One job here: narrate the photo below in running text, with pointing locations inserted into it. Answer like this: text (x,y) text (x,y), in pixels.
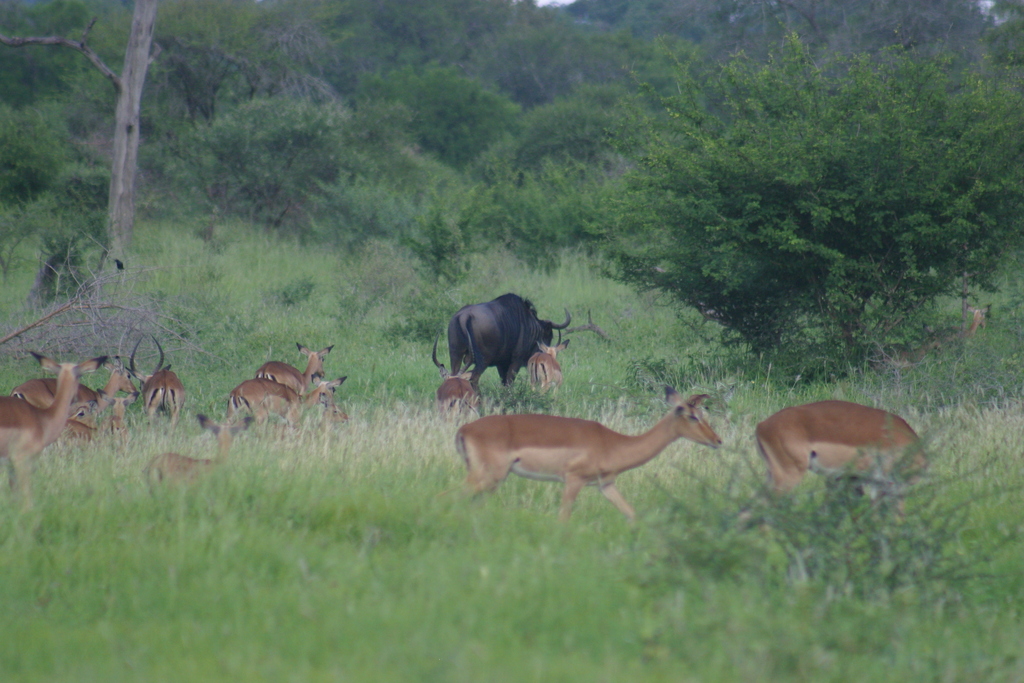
This picture is clicked outside the city. In the foreground (633,576) we can see the green grass (625,586). In the center (545,448) there is a herd (813,455) seems to be grazing on the ground (512,516). In the background (492,343) there is a black color animal (495,330) seems to be standing on the ground (817,381) and we can see the plants (408,169) and trees (417,79).
